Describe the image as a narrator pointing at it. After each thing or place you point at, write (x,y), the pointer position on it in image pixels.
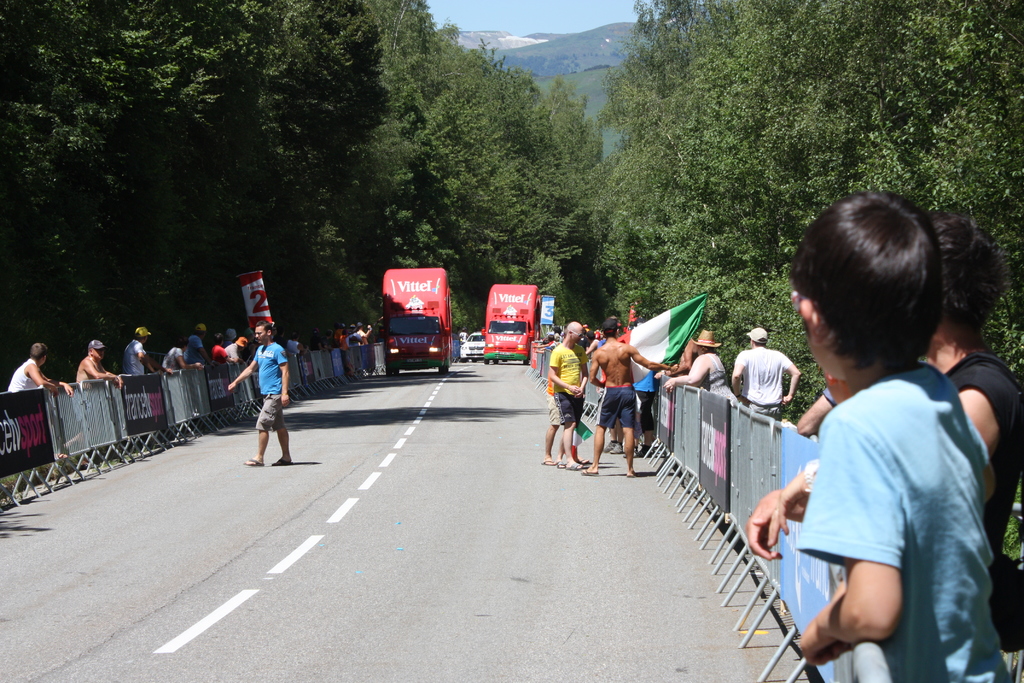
In this picture there are people (606,411) and boundaries (661,452) on the right (741,453) and left side of the image (327,332), there are two vans (507,330) and a car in the center of the image (396,336), there are trees (660,274) in the background area of the image (436,216), there are posters (534,366) on the boundaries (729,467) and there is a flag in the image.
